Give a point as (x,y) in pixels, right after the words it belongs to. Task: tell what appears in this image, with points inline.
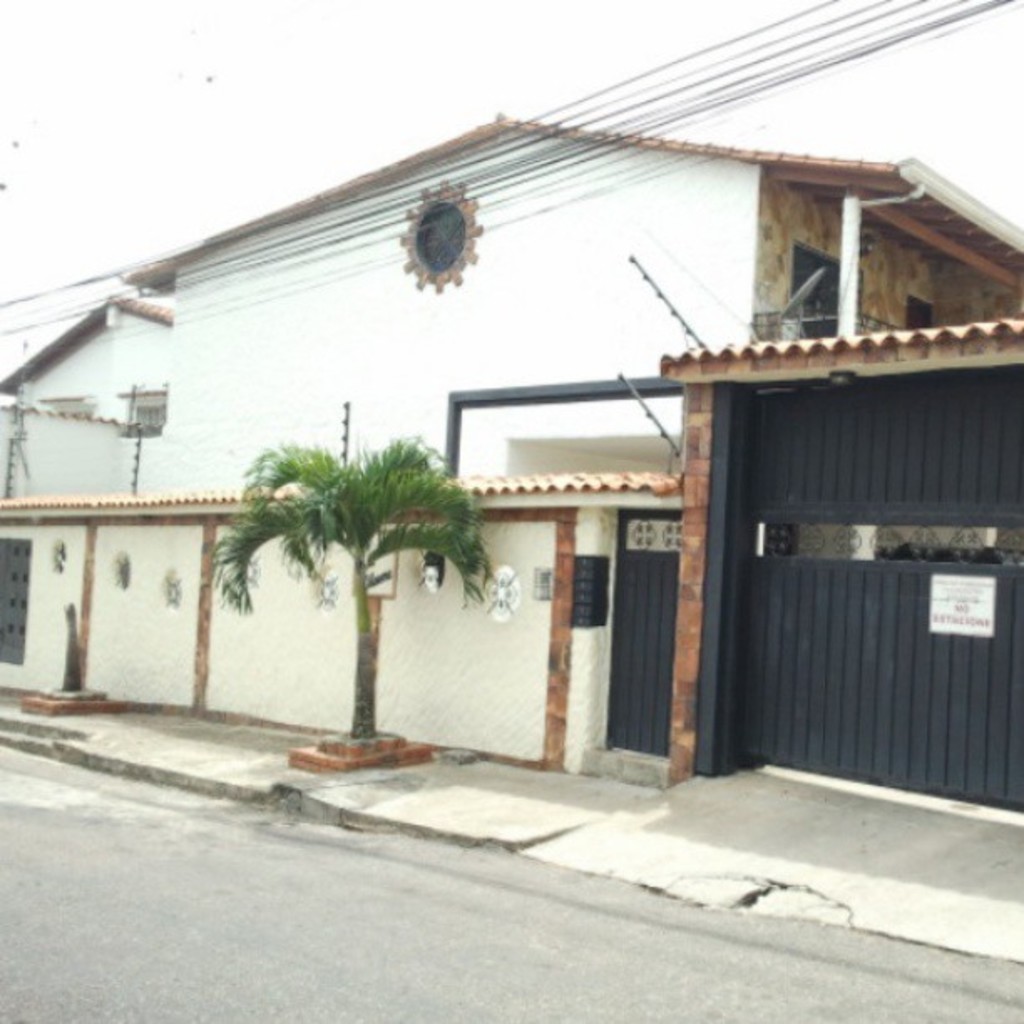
In this image, we can see houses (370,381) and there are gates (841,618), some posters (946,584) and there is a tree (377,661). At the top (208,106), there is sky (220,104) and at the bottom (309,893), there is a road (248,850).
